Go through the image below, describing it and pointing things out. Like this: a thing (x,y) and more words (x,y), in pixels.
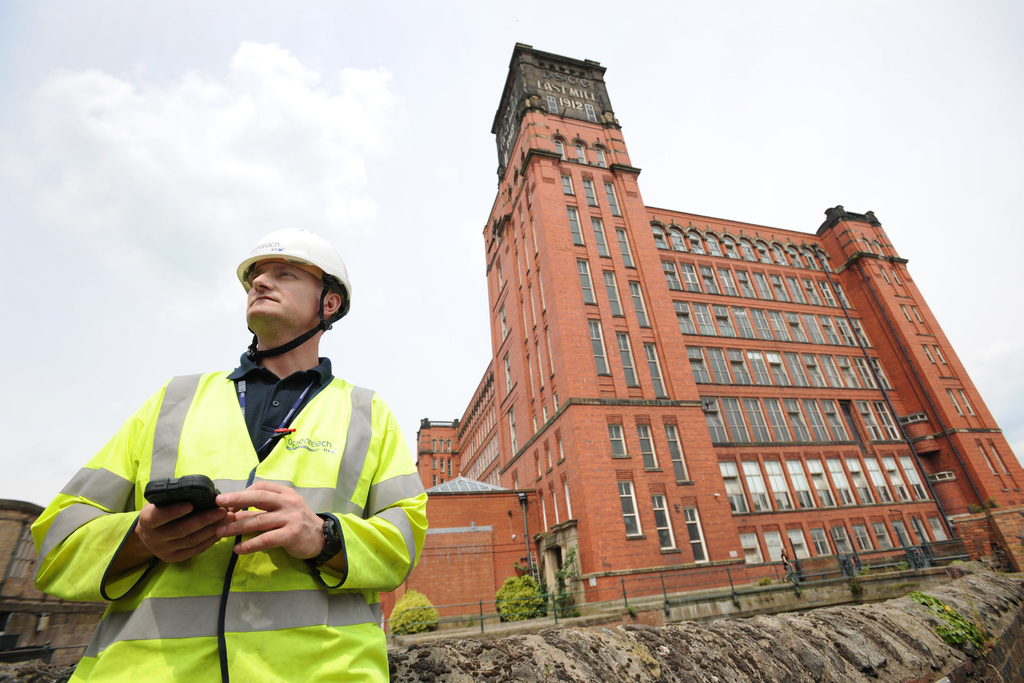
In the foreground (290,619) I can see a person (181,639) is standing and holding a device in hand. In the background (603,401) I can see a fence (541,601), plants (408,595), buildings (563,512) and windows (615,431). On the top (275,144) I can see the sky (278,158). This image is taken during a day.
